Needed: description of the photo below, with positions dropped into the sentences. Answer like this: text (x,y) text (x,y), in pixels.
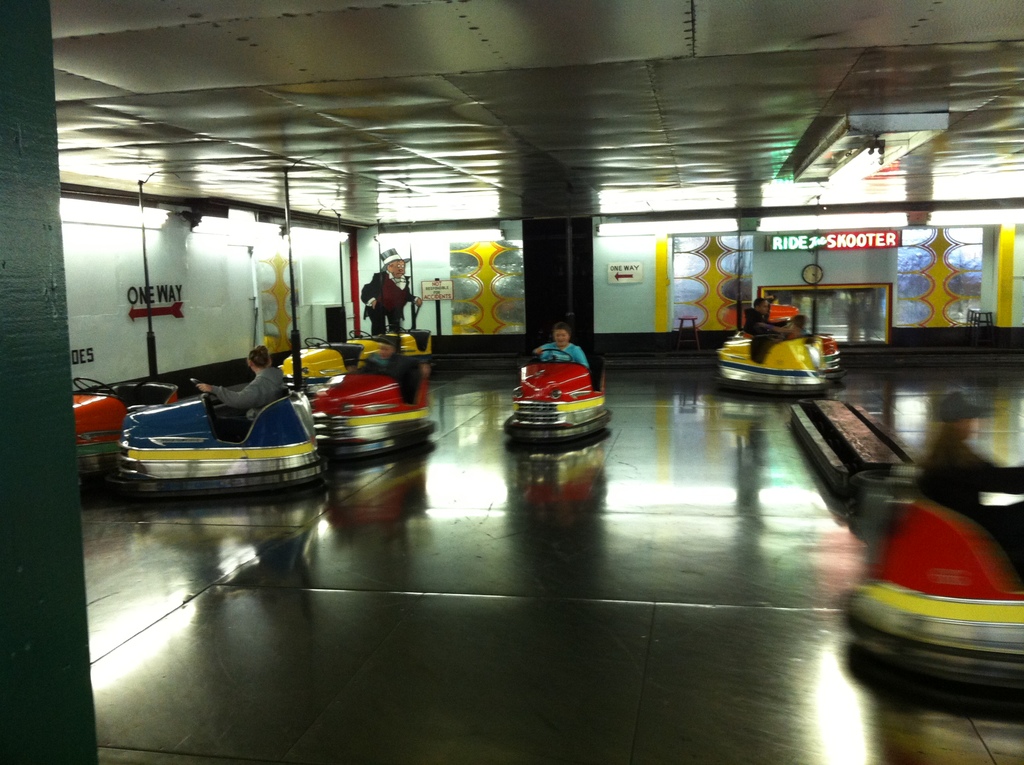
In this image I can see few people (566,335) riding the cars (369,422). I can see these cars (306,441) are in red, yellow and blue color. In the background (517,271) I can see the boards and the glasses (480,324).
